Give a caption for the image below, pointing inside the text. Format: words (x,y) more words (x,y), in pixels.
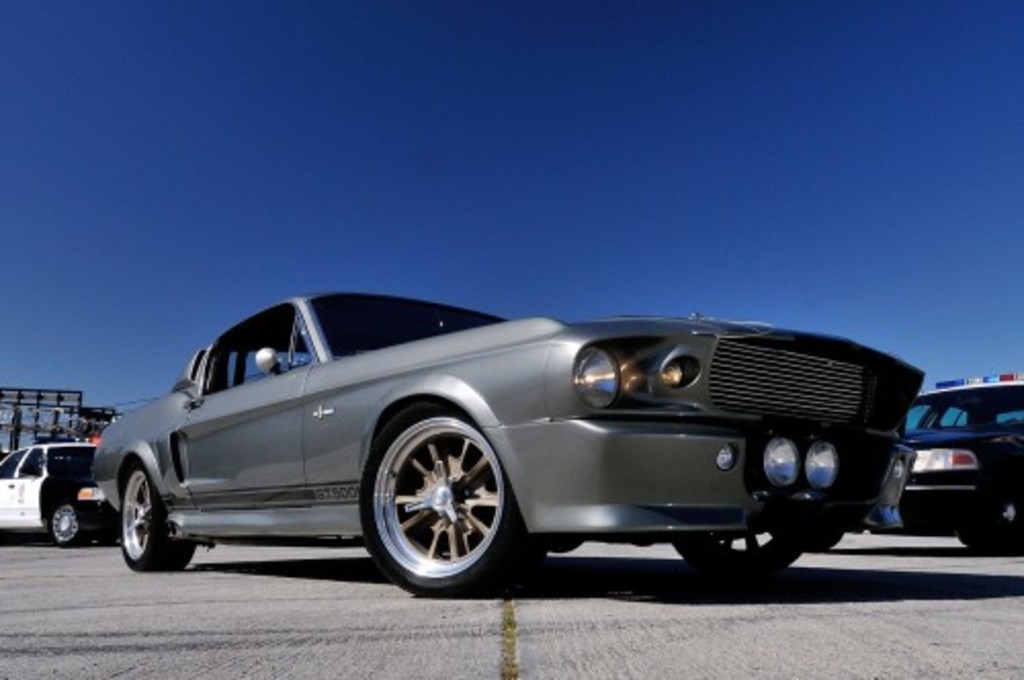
In this image, we can see some cars (688,521), at the top (151,226) we can see the blue sky (530,113).
